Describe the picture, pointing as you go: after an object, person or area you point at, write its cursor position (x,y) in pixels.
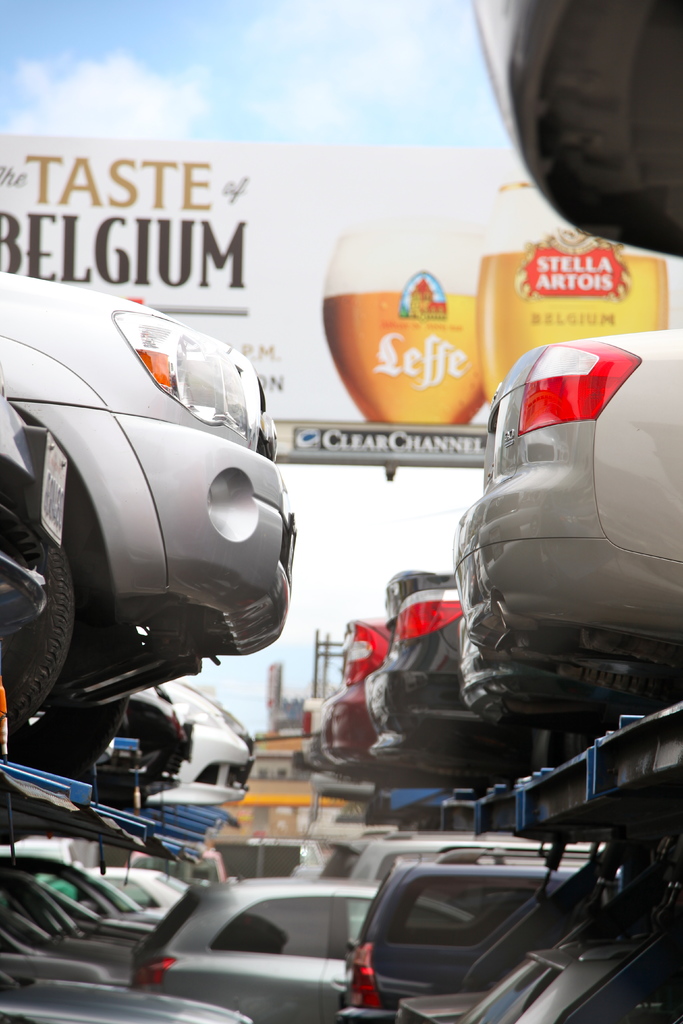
This is a parking area (21,784). In this picture we can see the vehicles (353,874). In the background of the image (270,762) we can see a building (293,724), poles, board (387,339). At the top of the image (342,121) we can see the clouds (325,32) are present in the sky (362,9).
